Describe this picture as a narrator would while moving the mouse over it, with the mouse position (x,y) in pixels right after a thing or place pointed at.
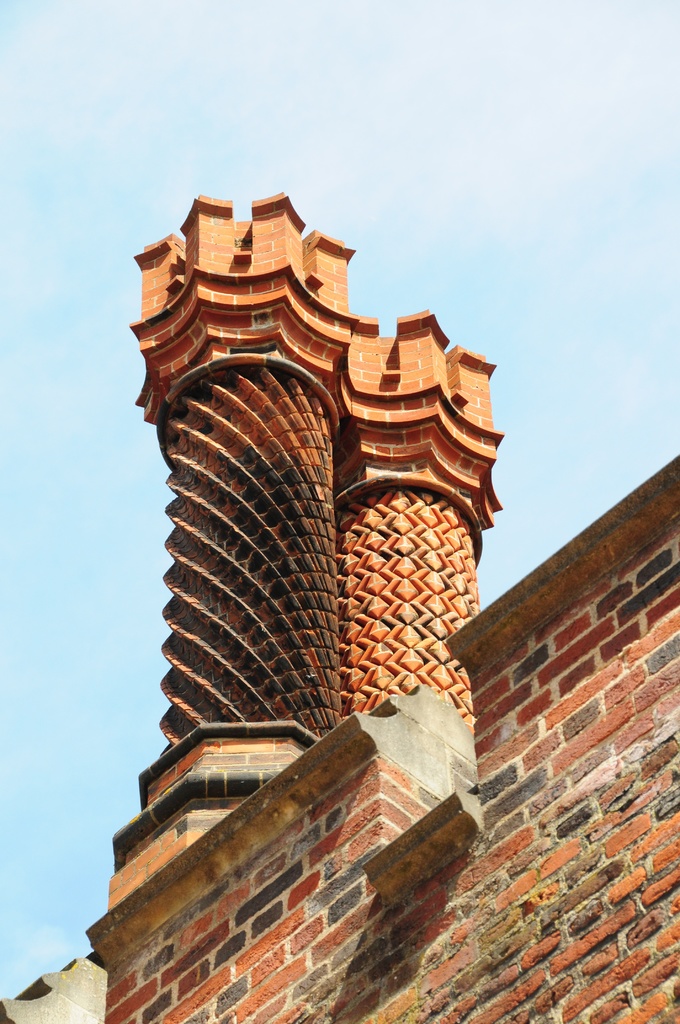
In this picture we can see the monument (405,545). On the bottom (416,888) we can see the brick wall (486,863). At the top (132,27) we can see sky (265,100) and clouds (371,114).
